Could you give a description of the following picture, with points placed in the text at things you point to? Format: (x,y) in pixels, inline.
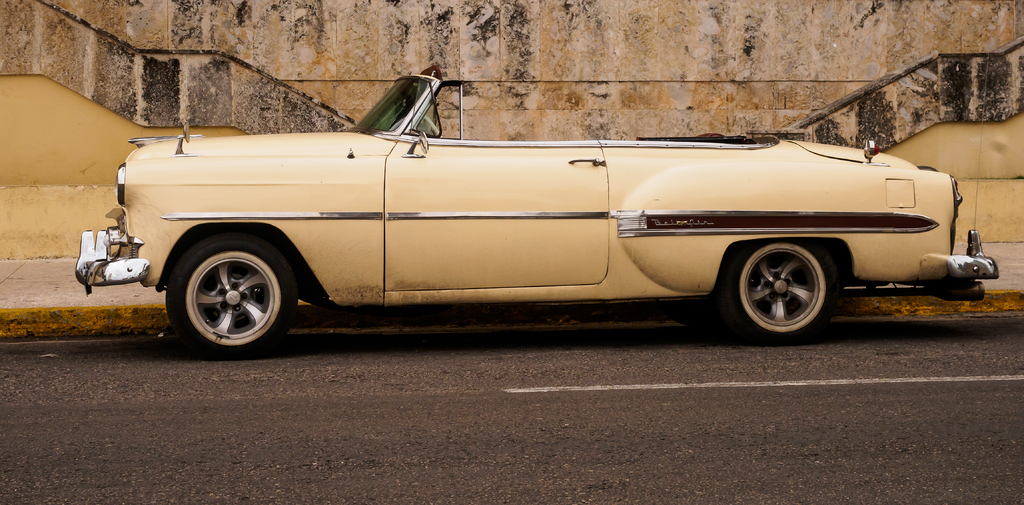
In the middle (361,308) I can see a car (529,145) on the road (778,422). In the background (0,229) I can see a building (24,204) and staircase (978,95). This image is taken on the road (136,423).
